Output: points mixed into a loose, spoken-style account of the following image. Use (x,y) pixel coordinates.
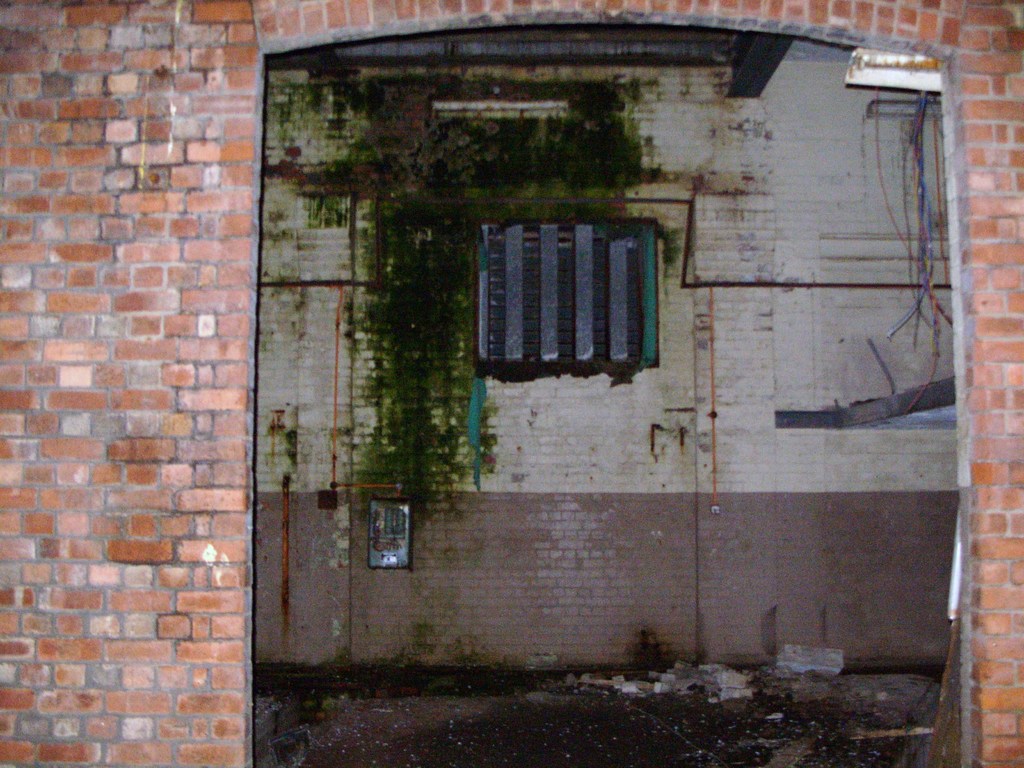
In this picture we can see a wall (668,523) in the background (688,507), on the right side (923,173) there are some wires (927,185), we can see some stones (720,672) at the bottom (717,684), there is a board (394,551) here.
